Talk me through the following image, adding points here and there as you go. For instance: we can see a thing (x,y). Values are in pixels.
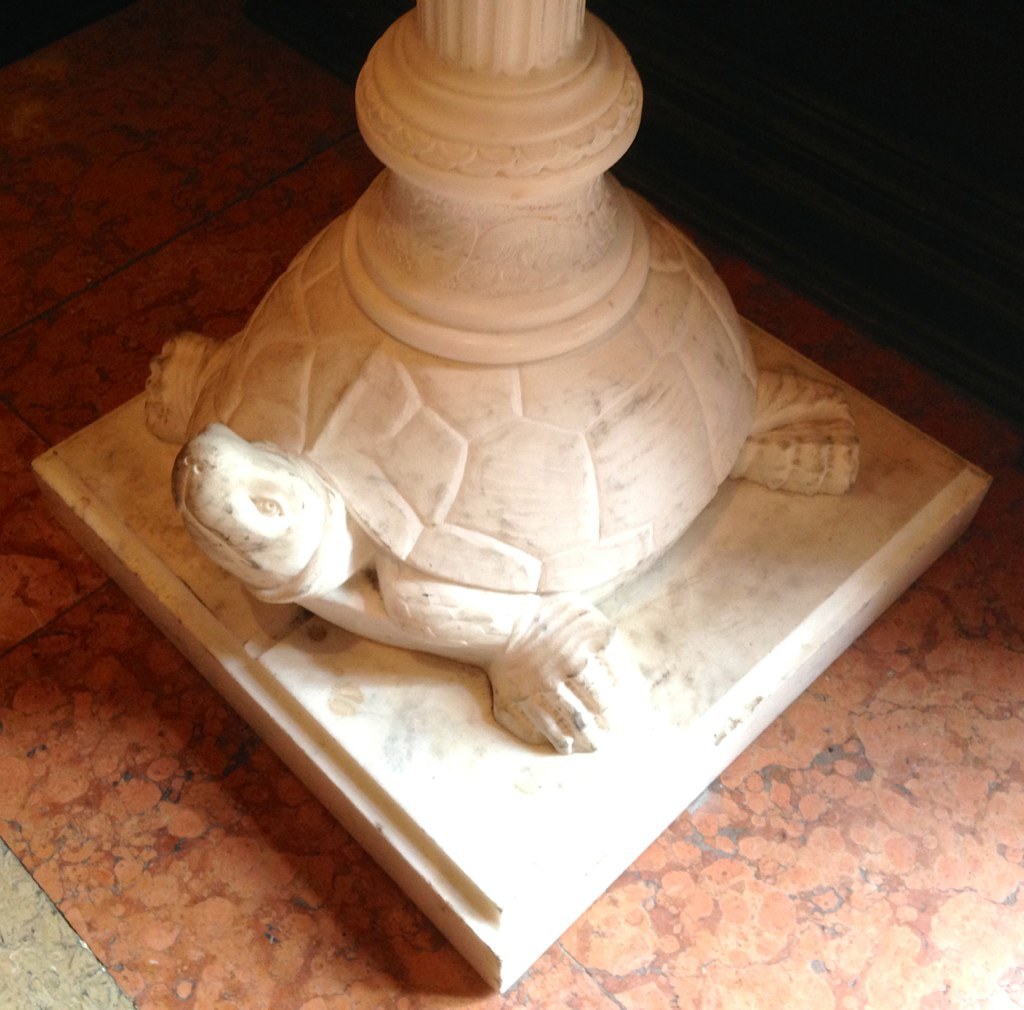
On this platform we can see a statue of tortoise (537,488).
